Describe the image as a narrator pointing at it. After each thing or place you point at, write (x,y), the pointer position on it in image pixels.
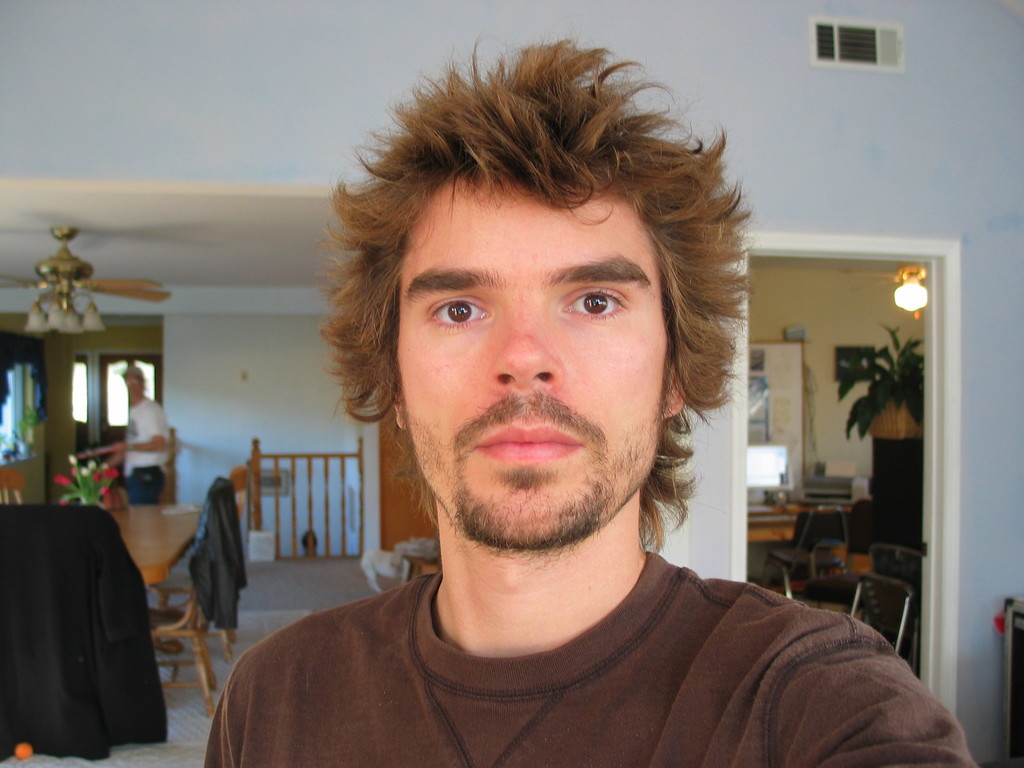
In the center of the image (502,437) we can see a man (662,696). On the right (952,295) there is a door (952,295) and we can see chairs (884,603). There is a house plant (923,394) and a light (920,286). On the left (96,602) there is a dining table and jackets (223,608). In the background (131,467) there is a man (150,469), wall (166,403) and windows (123,395) and there is a fan (56,312).
